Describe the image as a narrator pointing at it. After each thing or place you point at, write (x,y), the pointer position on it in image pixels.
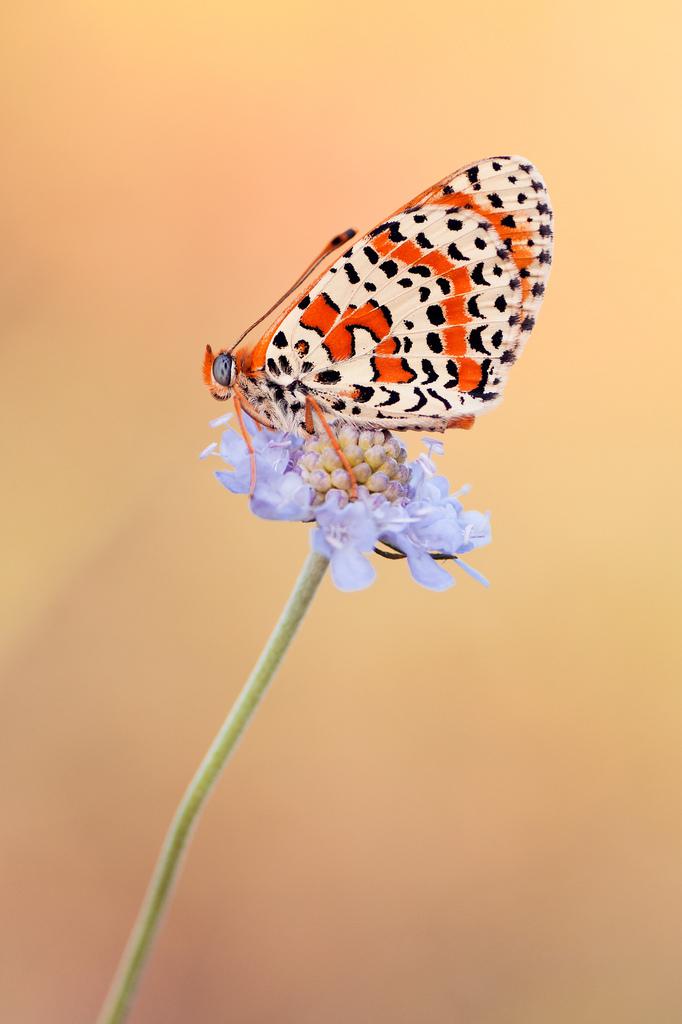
In the image we can see there is a butterfly (366,366) sitting on the flower (365,461) and background of the image (135,859) is blurred.
